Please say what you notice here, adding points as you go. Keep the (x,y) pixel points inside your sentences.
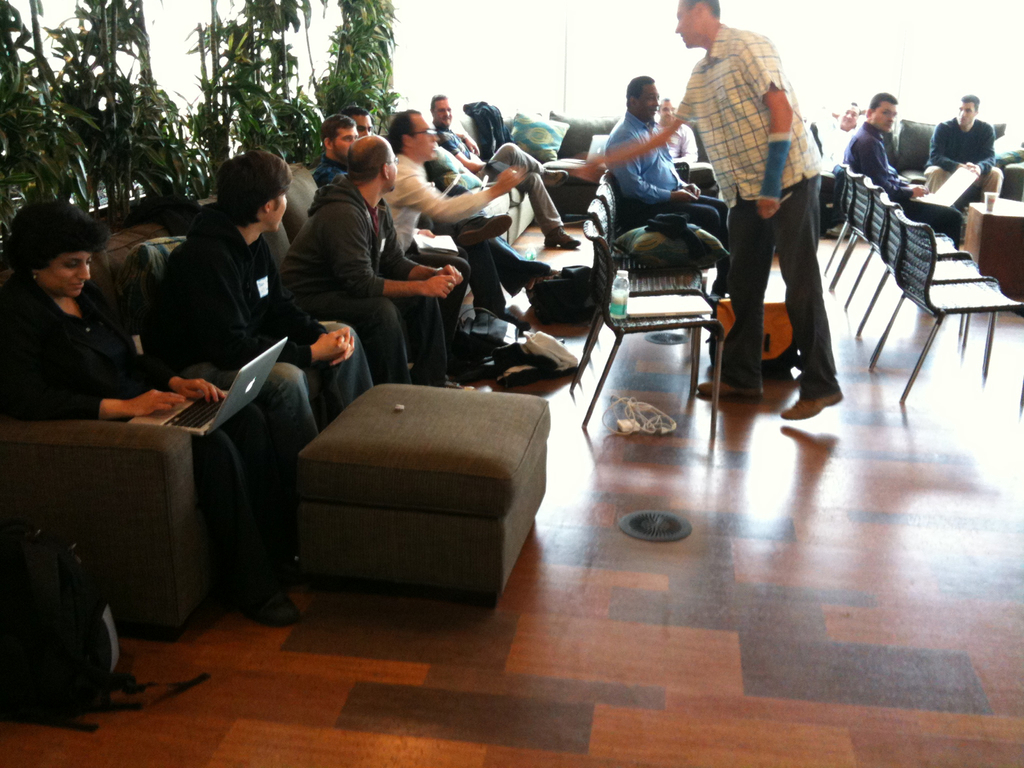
There is a group of people (512,273) sitting on a chair (286,233). In the center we have a person (817,195). His standing. We can see in the background (240,52) there is a plants (239,32).
